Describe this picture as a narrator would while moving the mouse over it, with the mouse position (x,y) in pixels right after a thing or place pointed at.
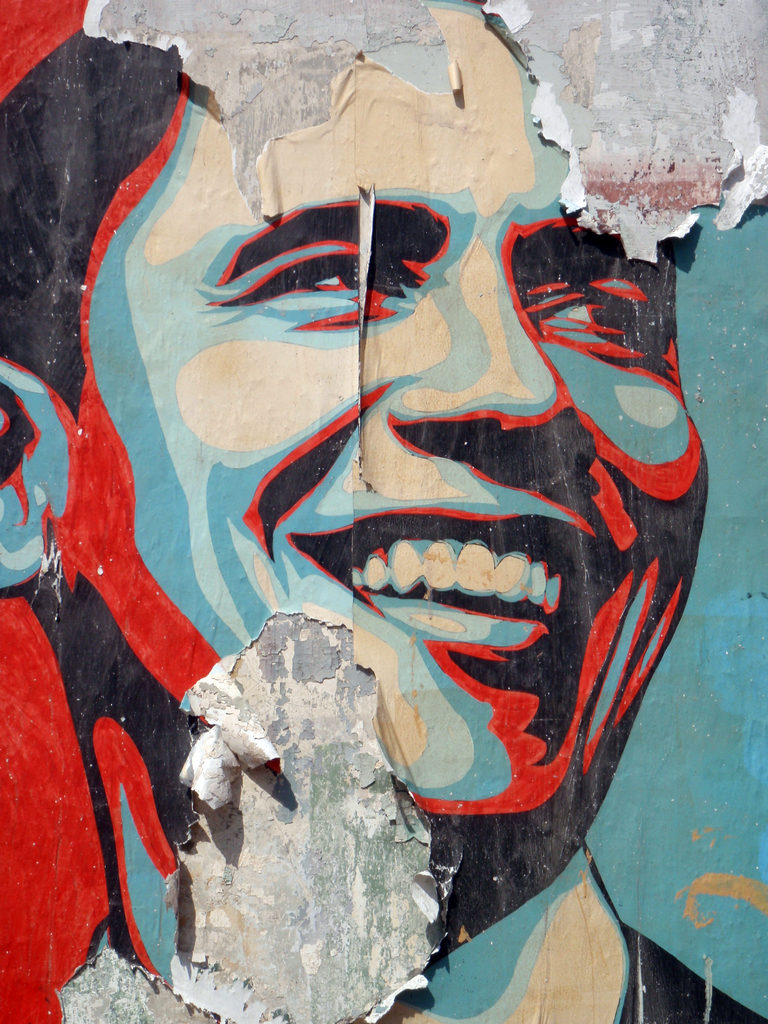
In this image I can see the wall painting (340,219). I can see the painting (203,343) of the person (409,619) which is in black, blue and red color.
